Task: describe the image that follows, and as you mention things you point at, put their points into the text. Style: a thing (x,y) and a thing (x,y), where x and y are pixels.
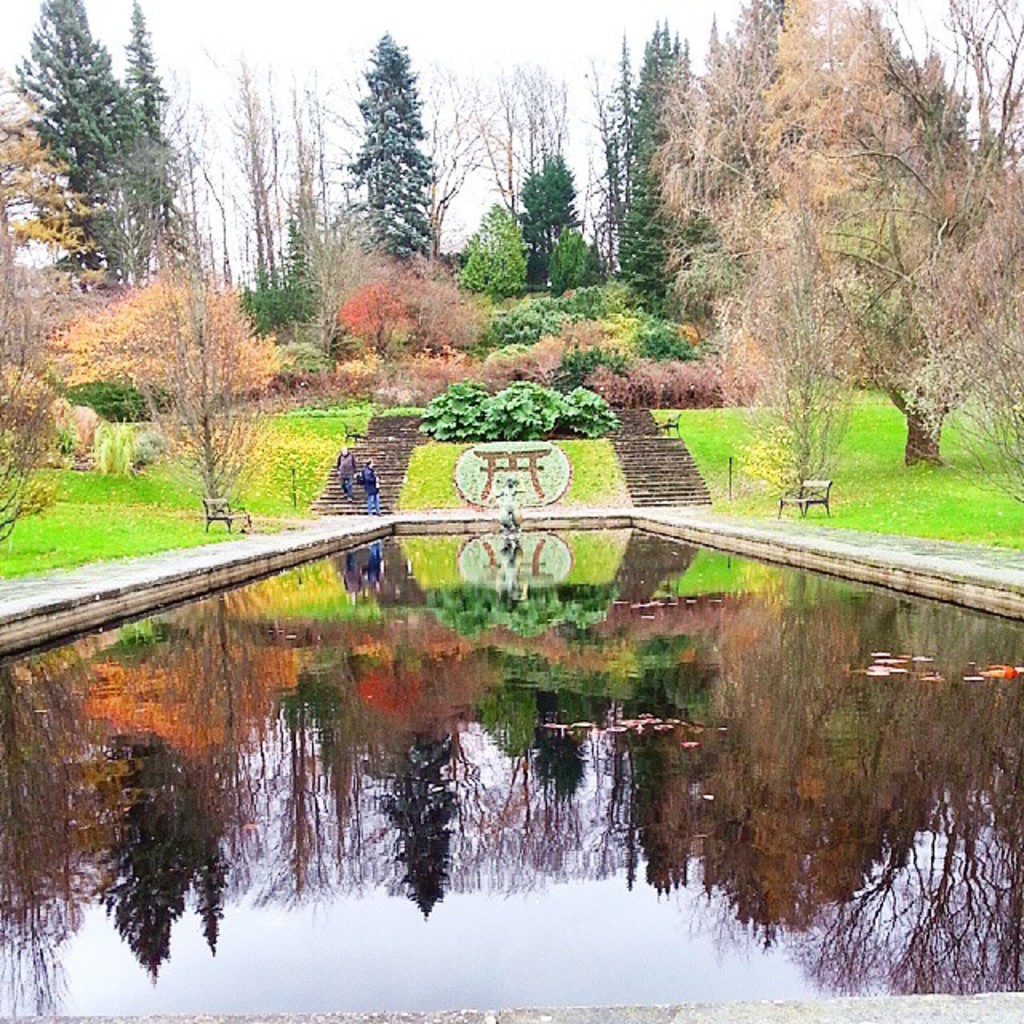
In this image we can see a pond (238,681) and there are two people (376,497) and we can see two chairs (827,492). There are some trees (234,372) and plants (459,473) and at the top (557,79) we can see the sky (207,79).
